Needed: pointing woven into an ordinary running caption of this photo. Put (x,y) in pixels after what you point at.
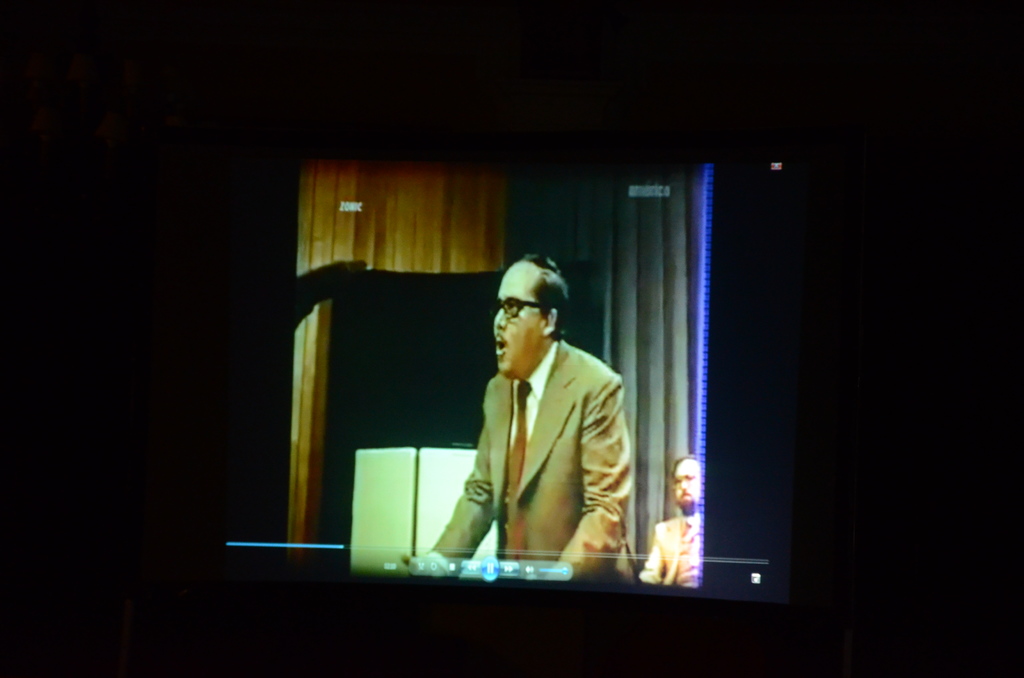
In this image I can see a screen (250,405). A person (605,496) is standing and there is another person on the right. The background (171,5) is dark.
